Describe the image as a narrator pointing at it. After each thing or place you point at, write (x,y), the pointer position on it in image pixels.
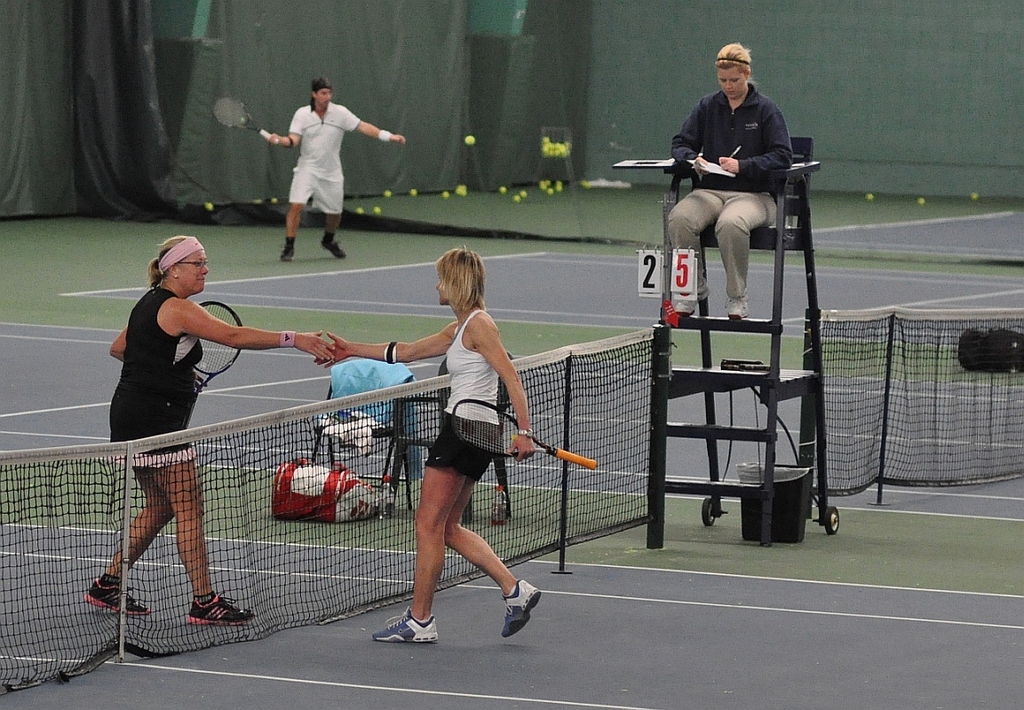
In the picture there is a woman (702,165) sat on a chair (698,382) on right side (723,204), this image is clicked on a tennis court (383,697). In front (24,517) there are two ladies (187,379) shaking hands (329,361) and between of them there is net (281,518), in the background (307,189) there is a man (337,170) playing tennis.
